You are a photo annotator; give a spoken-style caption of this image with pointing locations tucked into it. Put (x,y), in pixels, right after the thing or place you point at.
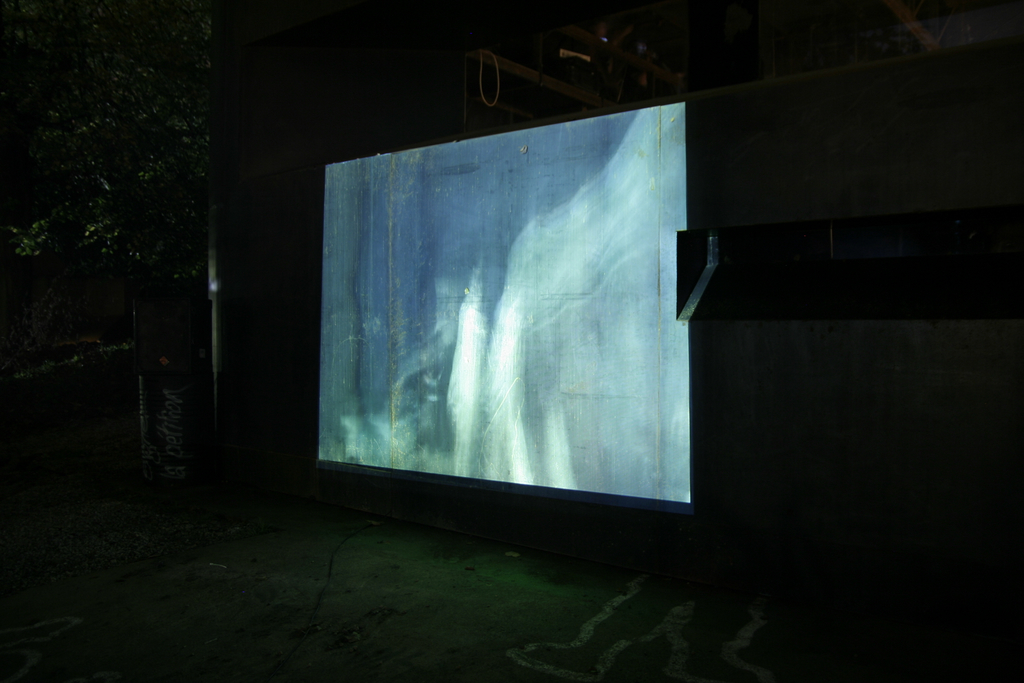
There is a wall (254,103) with a screen (416,308). Near to the wall (277,220) there is a tree (99,136) and a drum (197,450). On that drum (144,401) something is there.
